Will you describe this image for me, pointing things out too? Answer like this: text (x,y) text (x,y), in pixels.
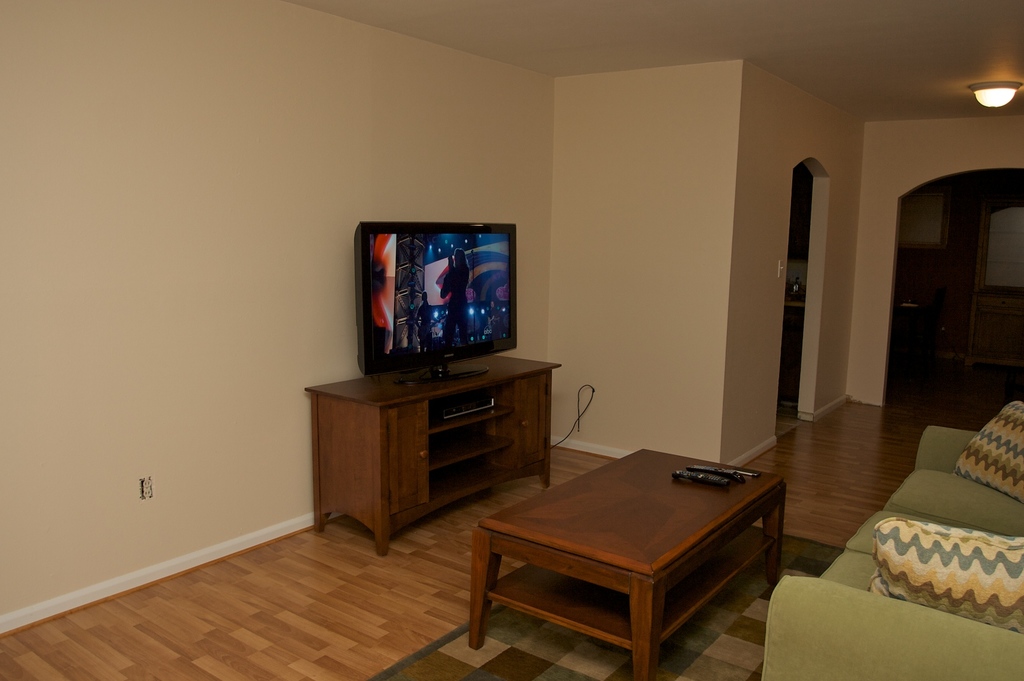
On the left (108,322) there is a wall (294,489). On the right (949,602) there is a sofa (994,517) and light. In the middle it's a T. V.
